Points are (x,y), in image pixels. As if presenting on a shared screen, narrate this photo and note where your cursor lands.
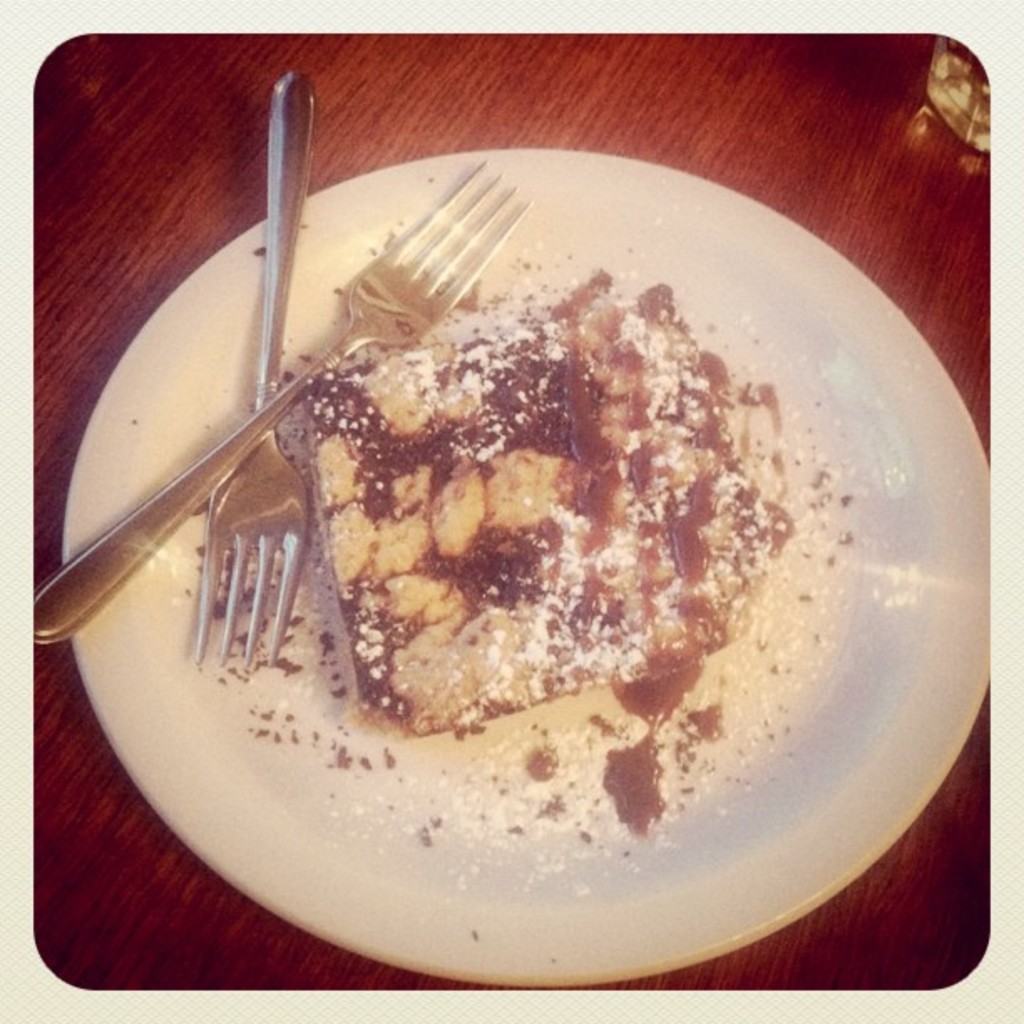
As we can see in the image there is a table (654,65). On table (110,318) there is white color plate (341,905) and forks (249,461). On plate (219,407) there is a dish (584,502).
